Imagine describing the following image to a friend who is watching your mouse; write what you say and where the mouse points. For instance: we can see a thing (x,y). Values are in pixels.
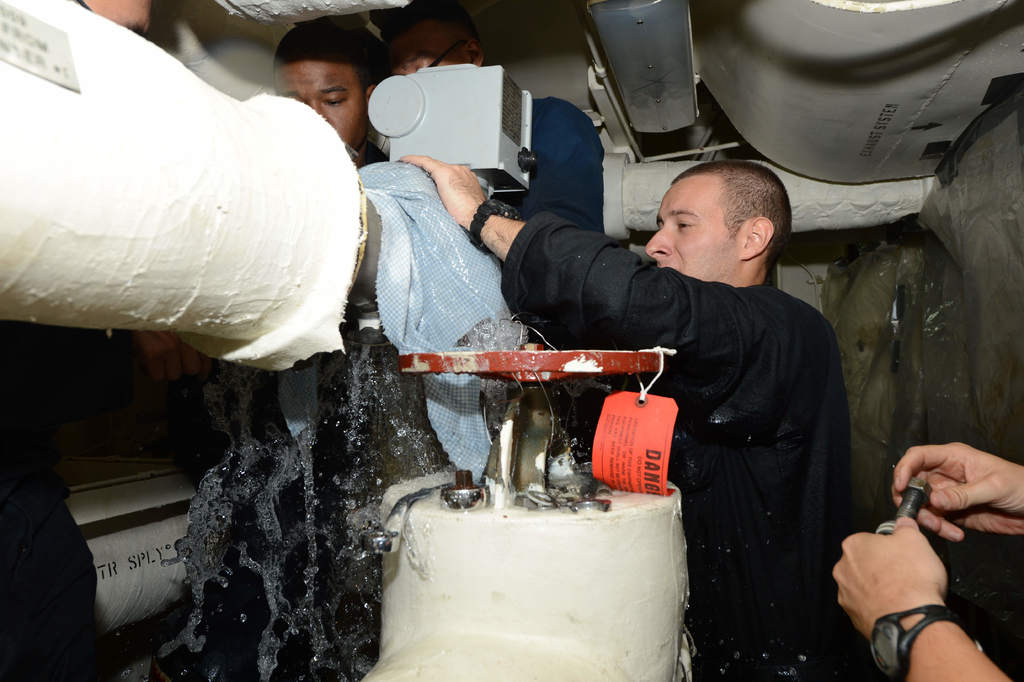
In this image we can see the people (695,475), machinery (540,592) and also the pipes (860,168). We can also see the water (376,390), cloth (436,228) and a danger card (635,417). On the right (932,512) we can see some person's hand (927,527) and that person (915,520) is holding an object (918,500).
